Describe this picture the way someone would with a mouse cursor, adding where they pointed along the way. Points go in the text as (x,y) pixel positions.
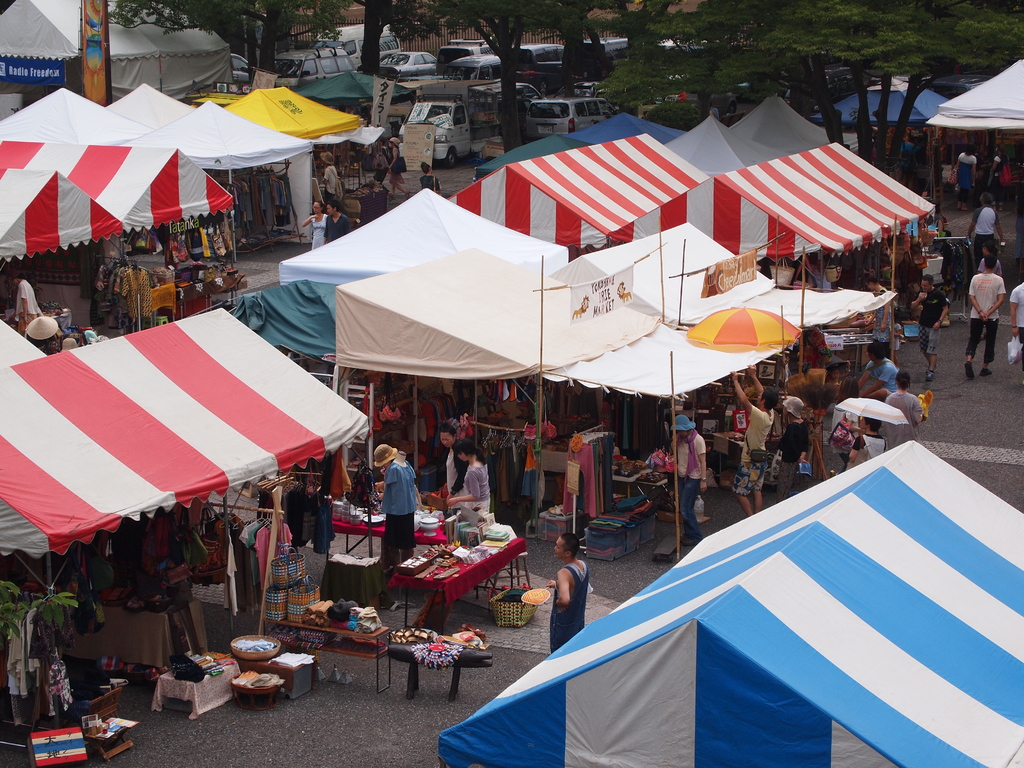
In this picture I can see number of tents (1006,582) and I see number of tables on which there are number of things (813,389) and I see number of people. In the background (234,80) I see number of trees (748,8) and number of cars (523,75).
